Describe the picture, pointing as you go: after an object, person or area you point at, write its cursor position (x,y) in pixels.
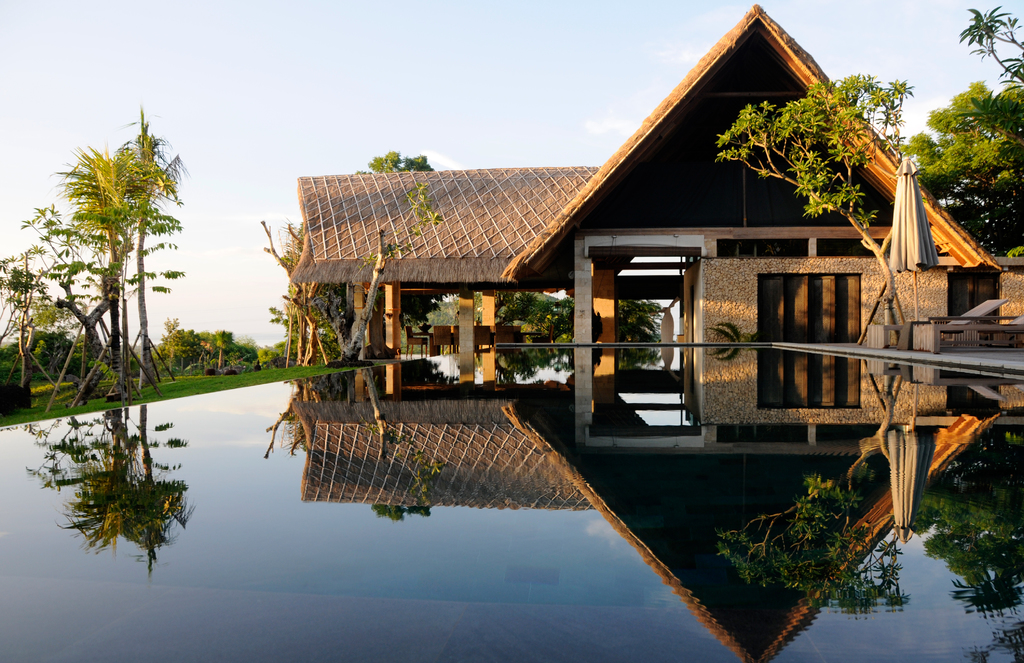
In the foreground of the picture (511,501) there is a swimming pool (459,430). On the left (138,353) there are trees (167,342) and grass (158,385). In the center of the picture (499,258) there are trees (806,174) and a house (536,198). In the background (370,82) it is sky (464,54).
